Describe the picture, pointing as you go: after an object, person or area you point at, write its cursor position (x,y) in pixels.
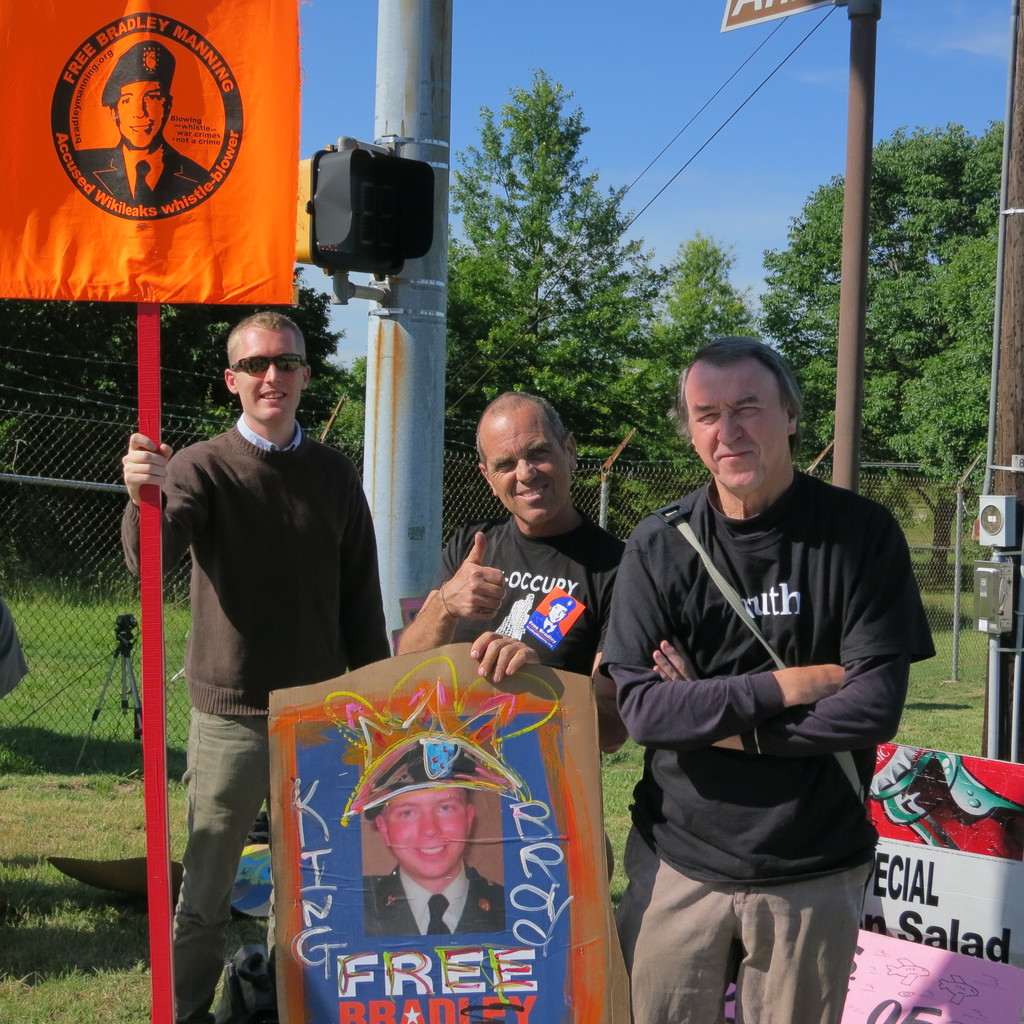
In this picture there are three men (737,782), two wearing black t-shirts (828,807), standing in the front (450,648) and giving a pose into the camera. In the front (581,773) bottom side there is a photograph (555,992) of the soldier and red color board (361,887). Behind there is a fencing grill (612,458) and some trees (803,351).
